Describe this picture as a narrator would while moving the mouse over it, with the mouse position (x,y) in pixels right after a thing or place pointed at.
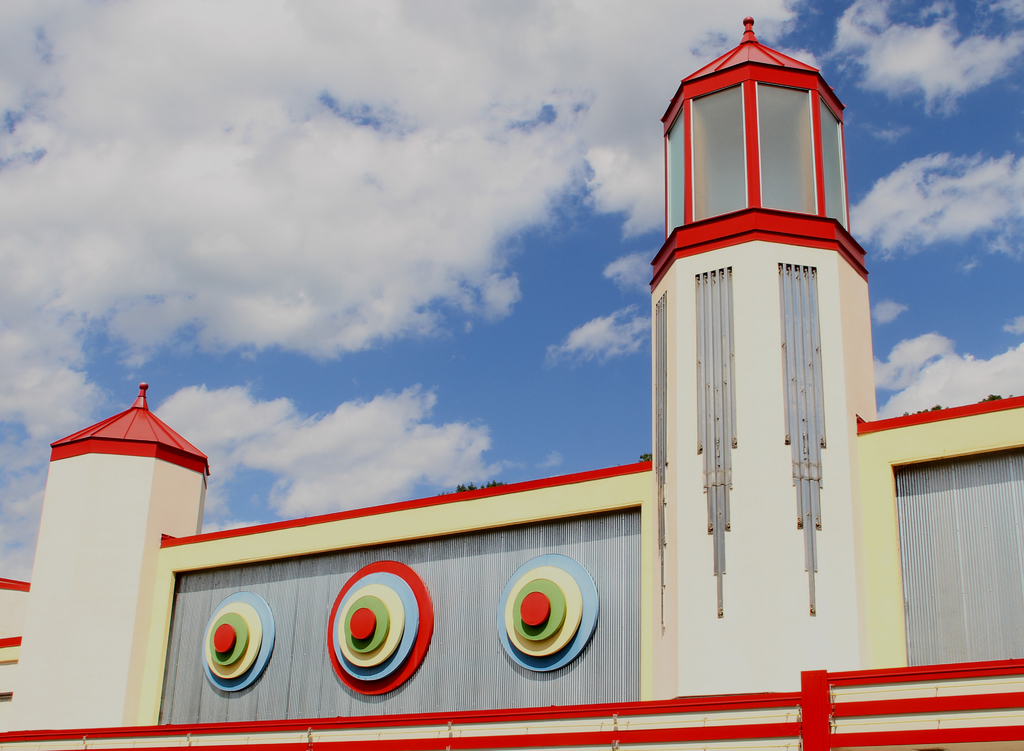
In this image we can see a building (746,537), trees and sky (652,243) with clouds (390,234) in the background (607,158).
